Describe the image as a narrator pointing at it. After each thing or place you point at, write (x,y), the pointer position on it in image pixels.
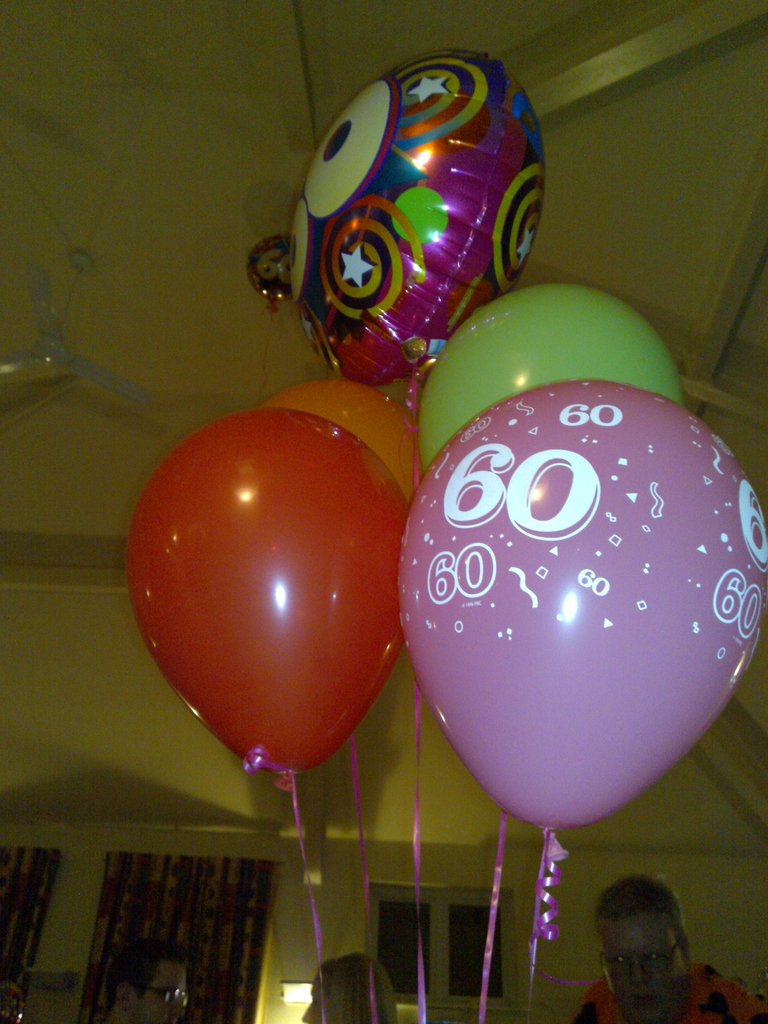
In this image we can see a group of balloons (365,599) tied with ribbons (420,712). We can also see some people (153,1006), a wall (93,869), a curtain (130,886), window (430,910), light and a ceiling fan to a roof (158,360).
